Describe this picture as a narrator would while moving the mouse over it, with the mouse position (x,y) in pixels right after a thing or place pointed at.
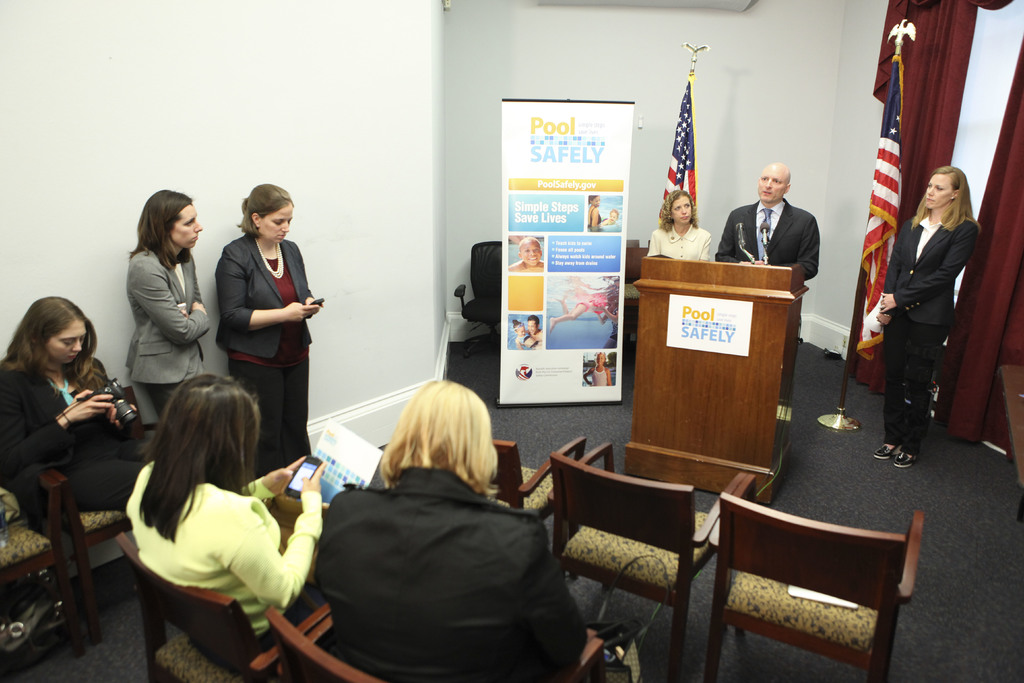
In this picture we can see three women (355,521) sitting on chairs (56,502), in the middle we can see one man (771,208) and one woman (687,234) standing in front of a speech desk (754,286), in the background (689,153) we can see two flags (692,139) there is a banner (593,217) beside the flag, on the left side of the picture (55,388) one woman (71,399) is looking at a digital camera (119,407) and two women (228,267) are standing here, on the right top corner of the image (943,101) we can see curtains (951,113).
